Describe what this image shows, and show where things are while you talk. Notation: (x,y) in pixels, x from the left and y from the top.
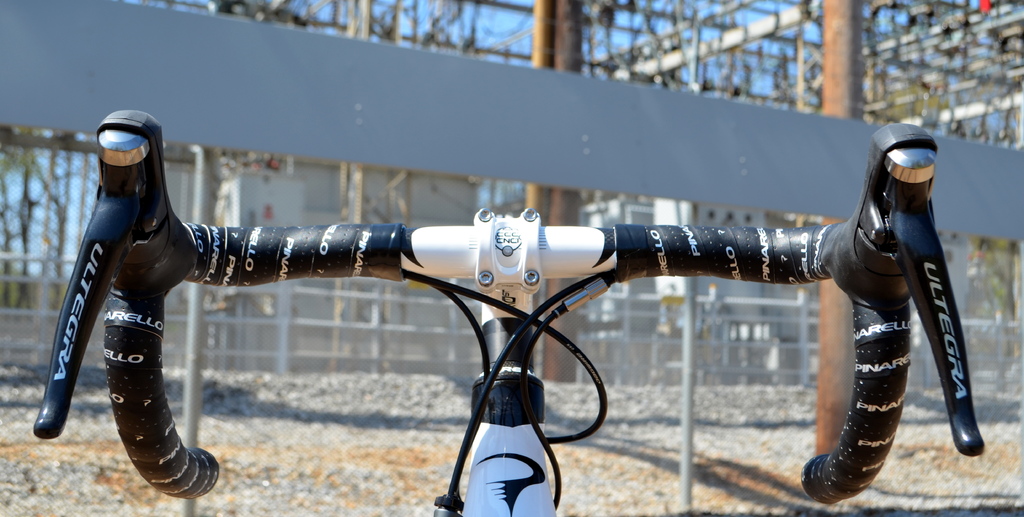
In this picture there is a bicycle handle (539,281) in the front (776,252). Behind there is a fencing grill (307,335) and some iron frames (735,91).
